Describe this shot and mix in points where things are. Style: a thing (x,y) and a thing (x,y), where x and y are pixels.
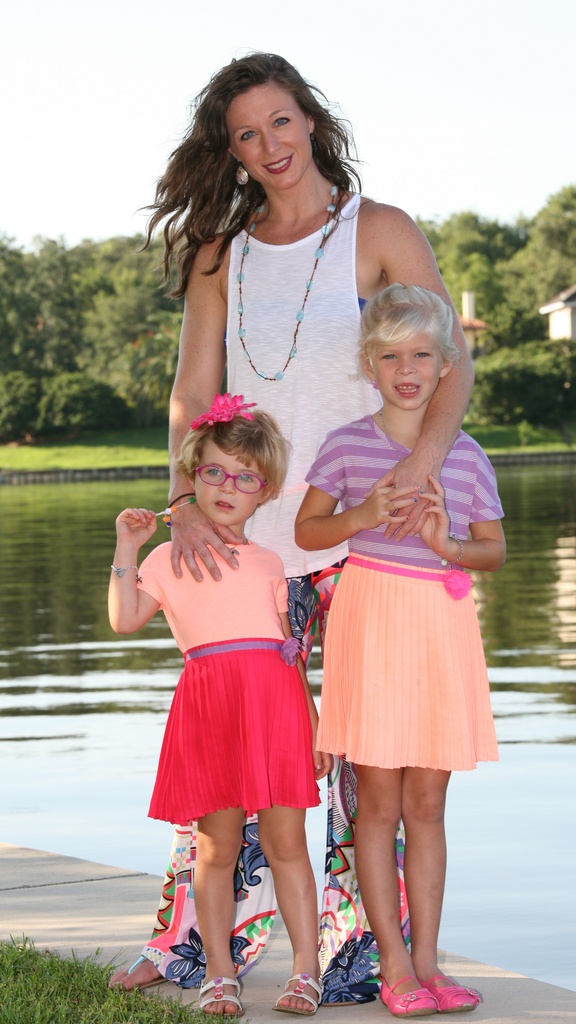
This picture is clicked outside. In the foreground (381,562) we can see a woman (329,232) wearing white color t-shirt (289,248) and we can see the two kids (343,522) wearing t-shirts (195,616) and all of them are standing on the ground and we can see the green grass (67,967), water body (55,596) and in the background (390,49) we can see the sky (83,167), trees (85,319), plants (509,376) and some other objects (557,309).
